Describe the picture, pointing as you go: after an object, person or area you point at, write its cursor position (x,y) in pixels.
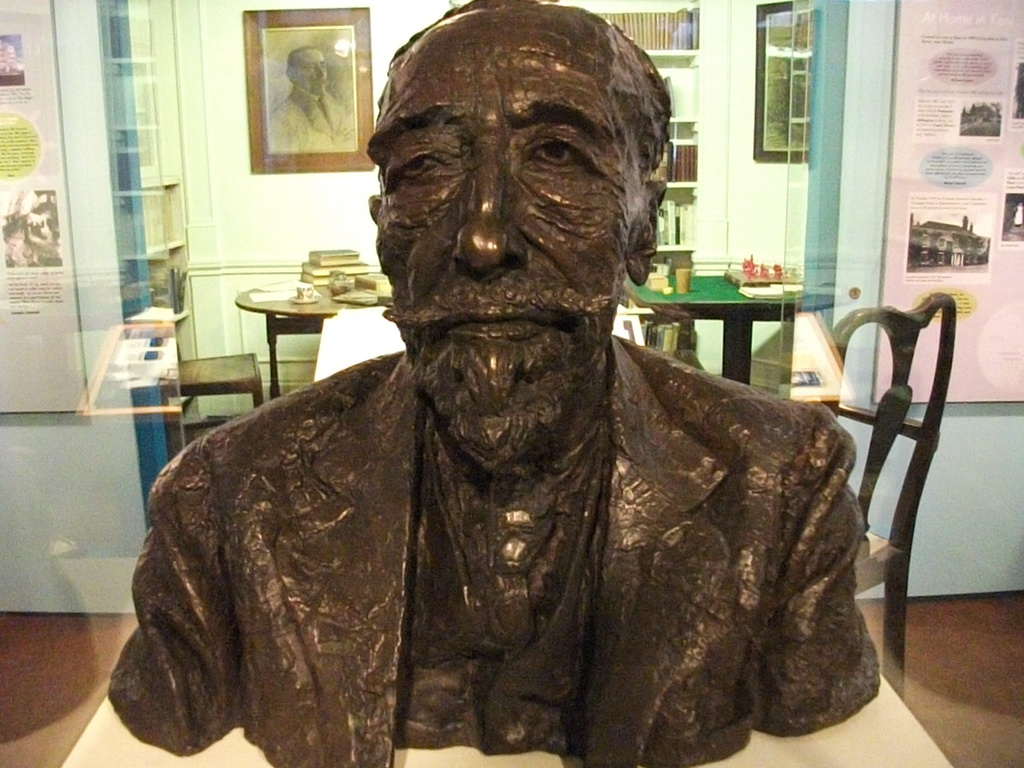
This is a statue of a person (493,474) kept on a table (862,735). There are chairs (878,424). In the background (728,289) a table (678,297) is there. Books (325,268) and cup (303,296) and saucer (309,295) is kept on the table (317,309). In the wall (215,68) there are photo frame (336,63). Books (666,39) are kept on the shelves (666,53).
